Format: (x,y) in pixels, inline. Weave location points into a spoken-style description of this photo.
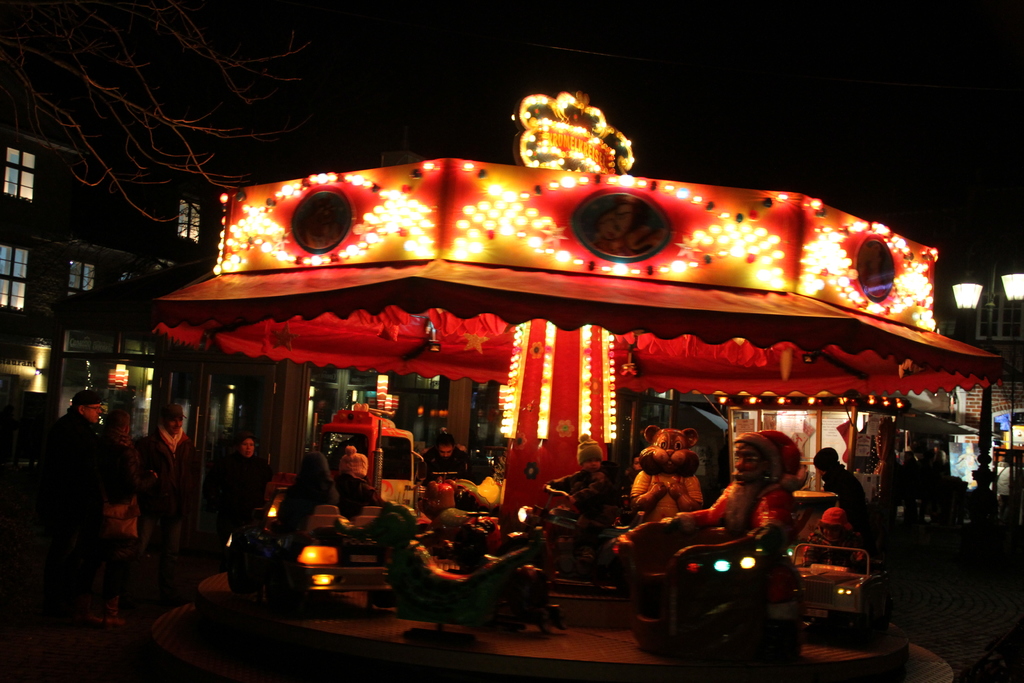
In the center of the image (553,317) we can see fun ride (454,560). In the background (68,527) there is a building (99,368), persons (134,453), lights (970,293) and sky (834,74).
